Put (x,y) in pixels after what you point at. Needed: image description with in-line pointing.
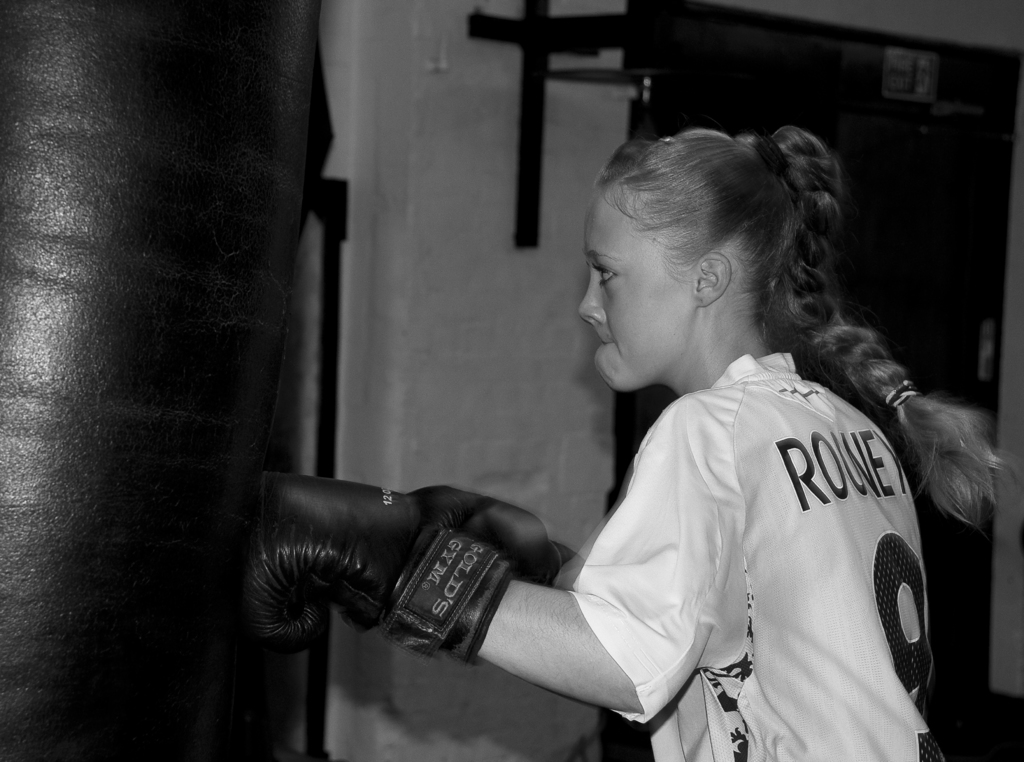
There is a girl (880,347) on the right side of the image (765,475) wearing boxing gloves (396,553) and there is a punching bag (265,262) on the left side (247,247), it seems like a door (819,87) and metal object (597,34) in the background area (731,81).
